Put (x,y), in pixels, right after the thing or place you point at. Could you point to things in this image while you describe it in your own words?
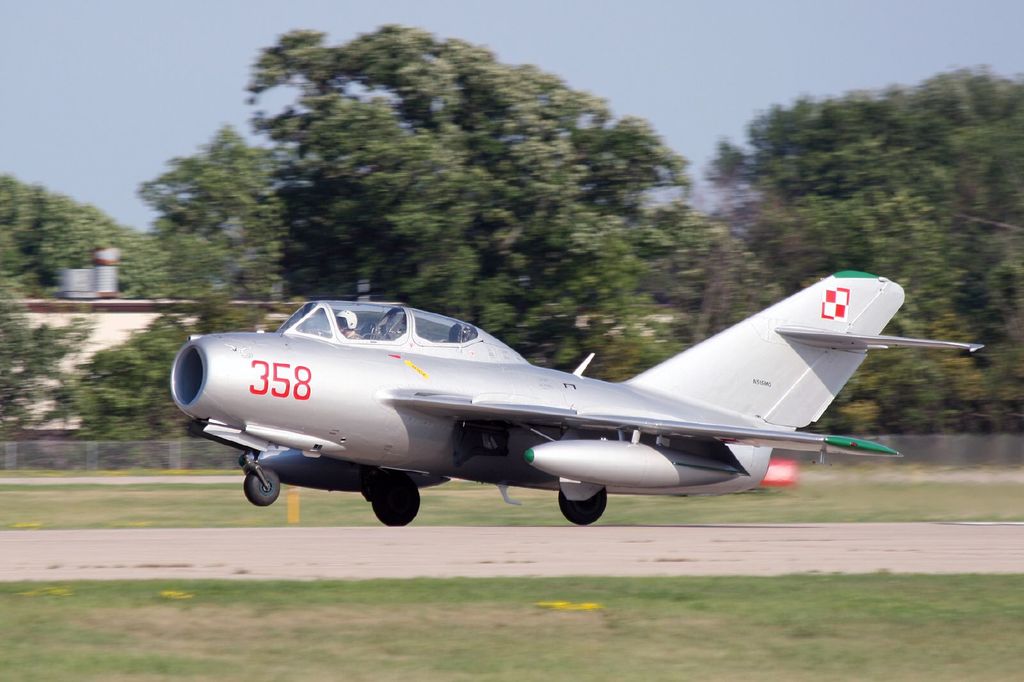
In the center of the image (412,394) we can see persons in aeroplane (394,470). At the bottom of the image (513,555) we can see runway (424,546) and grass (579,613). In the background (581,139) we can see trees (158,194), building (94,294), grass (83,500) and sky (125,29).
